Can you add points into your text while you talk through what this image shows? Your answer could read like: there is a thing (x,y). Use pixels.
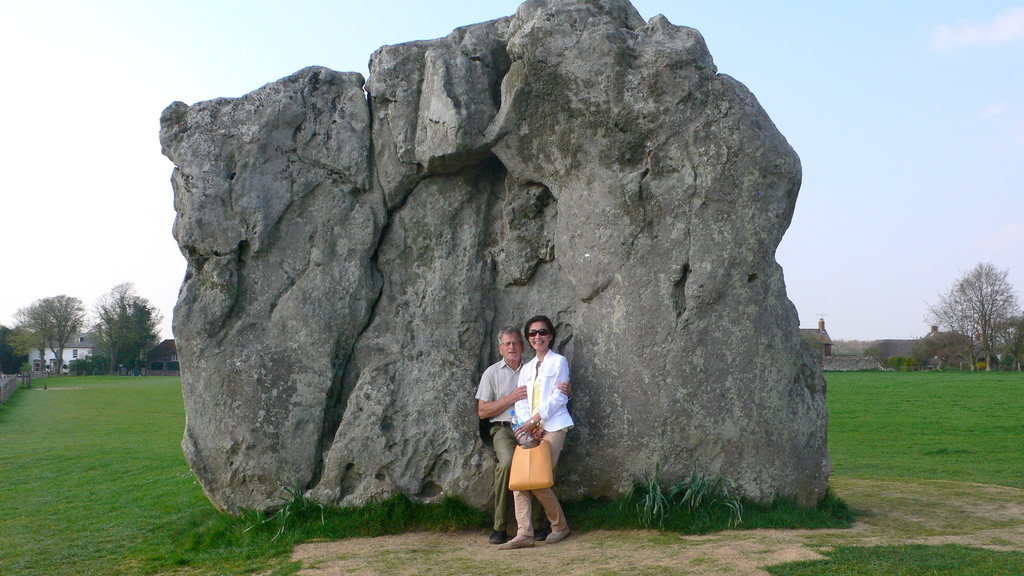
A couple (528,416) is standing. There is a rock (435,432) behind them. There is grass (97,495), there are trees (56,355) and buildings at the back (127,339).
